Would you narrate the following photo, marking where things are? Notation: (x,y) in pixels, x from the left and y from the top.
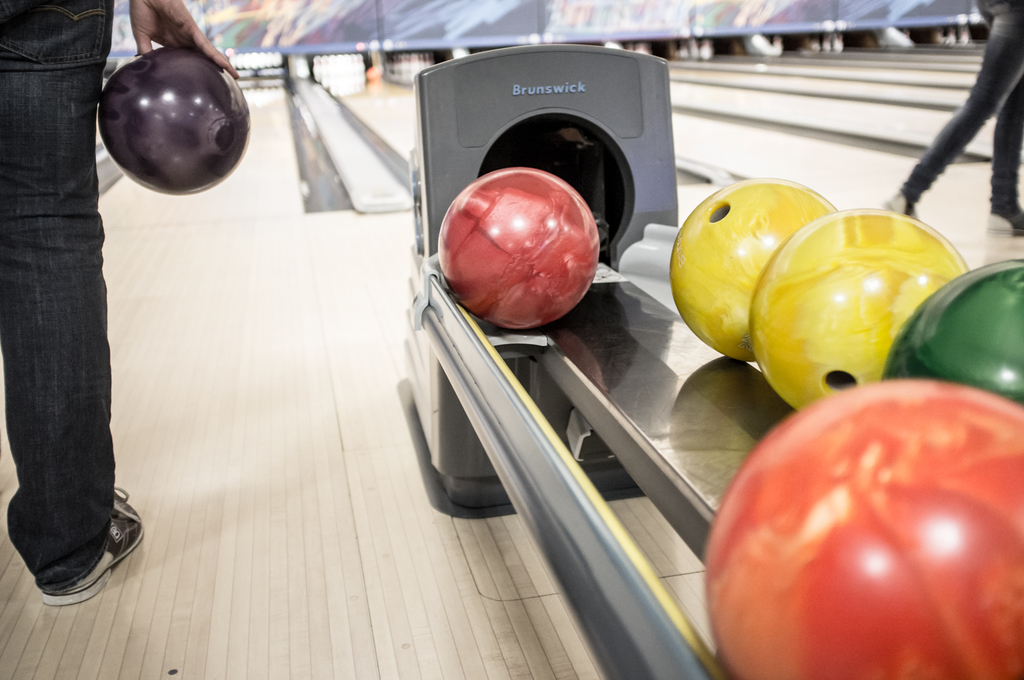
In this image I can see a person (64,41) wearing black color pant (92,497) is standing and holding black colored ball (165,128) in his hand (140,52). I can see few balls (830,444) which are yellow, orange, green and red in color on the black colored object (410,169). In the background (340,310) I can see the cream colored surface (257,252), few white colored objects (258,67) and another person (931,163) standing.
